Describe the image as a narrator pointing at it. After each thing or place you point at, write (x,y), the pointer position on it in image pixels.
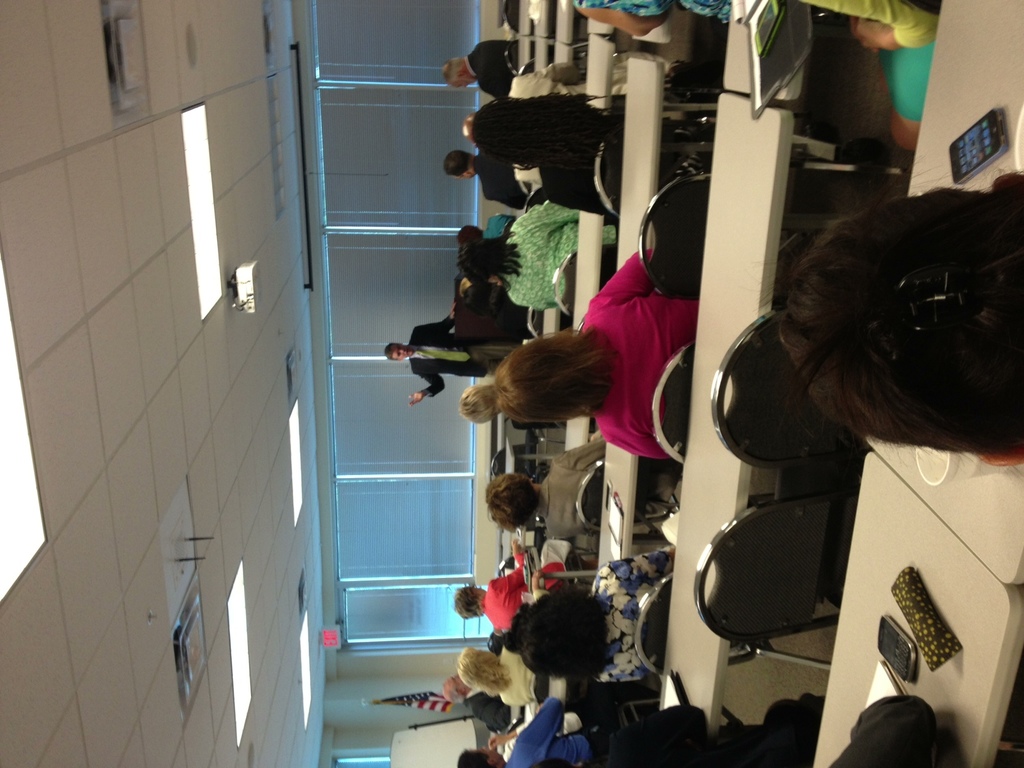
In the picture we can see the people (504,764) sitting near the tables (817,764) and in front of them, we can see a man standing and explaining something, he is in a blazer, tie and shirt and behind him we can see the windows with curtains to it and besides the window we can see the part of the board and a flag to the pole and to the ceiling (167,610) we can see the lights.
